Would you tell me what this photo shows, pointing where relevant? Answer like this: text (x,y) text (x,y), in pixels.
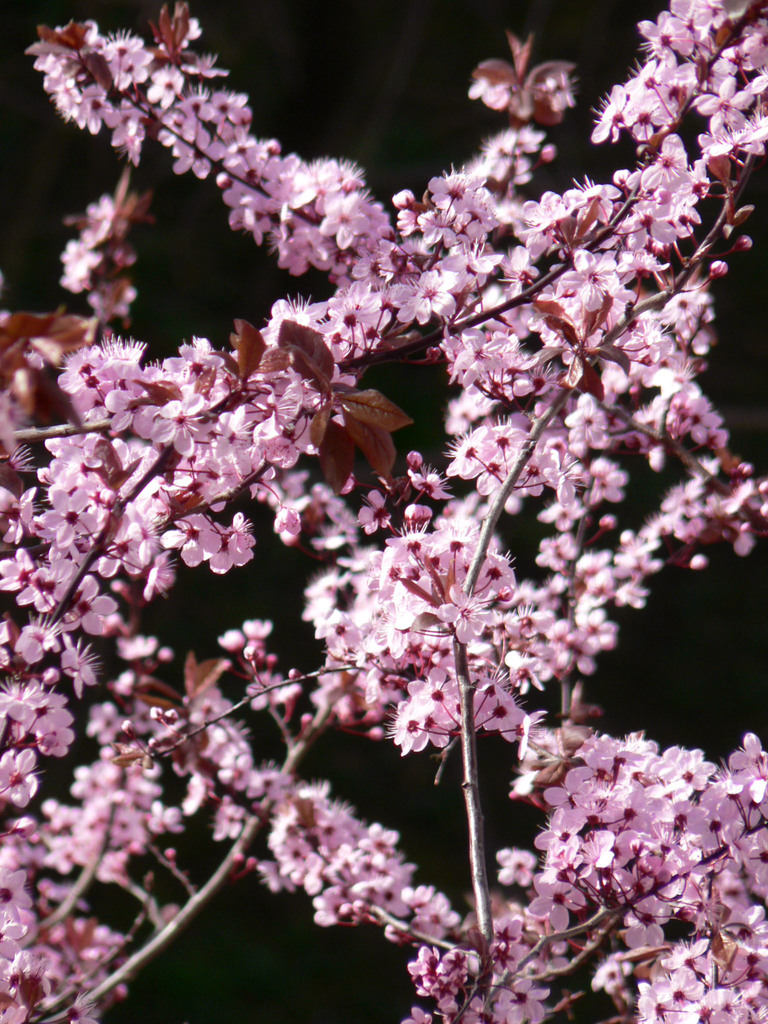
In this image, there is a branch (121,541) of flowers (145,595) on the black background.
